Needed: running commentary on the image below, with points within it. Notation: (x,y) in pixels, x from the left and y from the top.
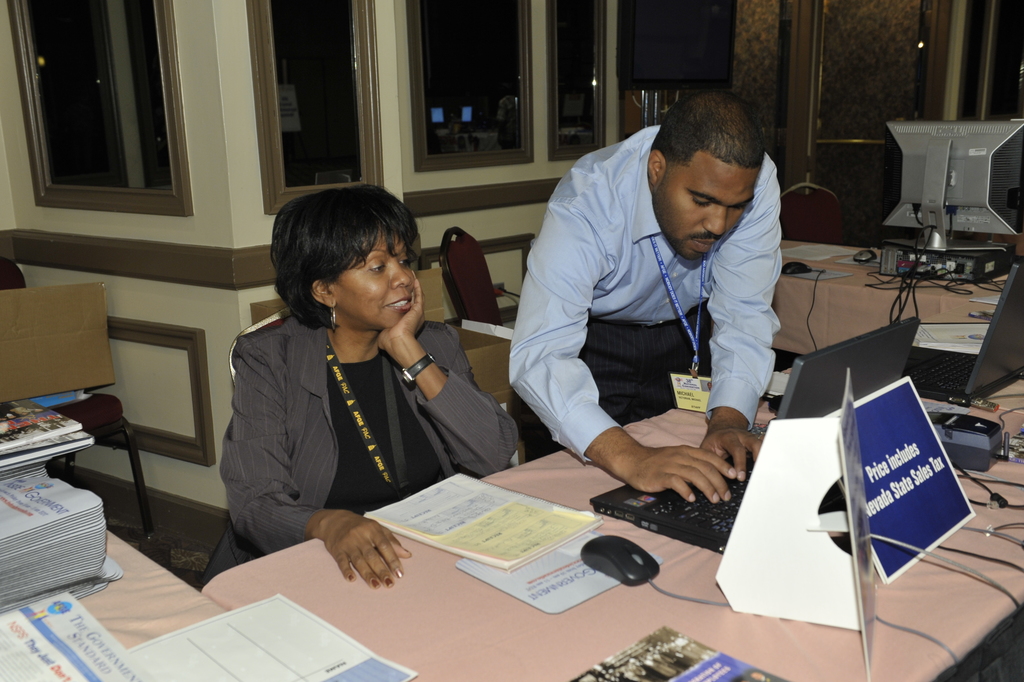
In this image I can see the two people (398,406) with different color dresses (312,474). I can see the tables (433,649) in-front of these people (372,574). On the tables (446,645) I can see the laptops (663,517), books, papers (167,663) and many mice (605,563). In the background (325,164) I can see the chairs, black color object (662,60) and the glass windows (472,106).
